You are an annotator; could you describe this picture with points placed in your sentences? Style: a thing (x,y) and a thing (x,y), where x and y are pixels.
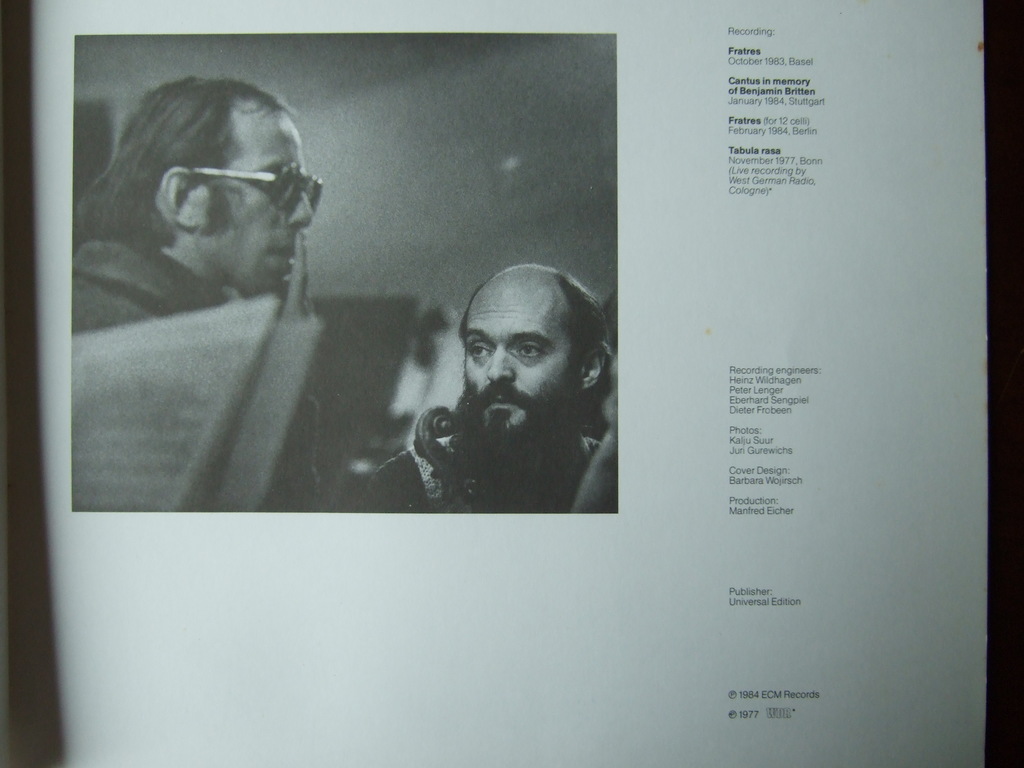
This is a black and white picture. On the left side (143,251), we see two men (189,277) are sitting on the chairs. The man (281,262) on the left side (280,199) is wearing the spectacles (291,178) and he is thinking about something. Behind them, we see a wall (406,224). On the right side (762,30), we see some text (819,157) written in black color. In the background (657,437), it is white in color. This picture might be a photo frame (441,600).
